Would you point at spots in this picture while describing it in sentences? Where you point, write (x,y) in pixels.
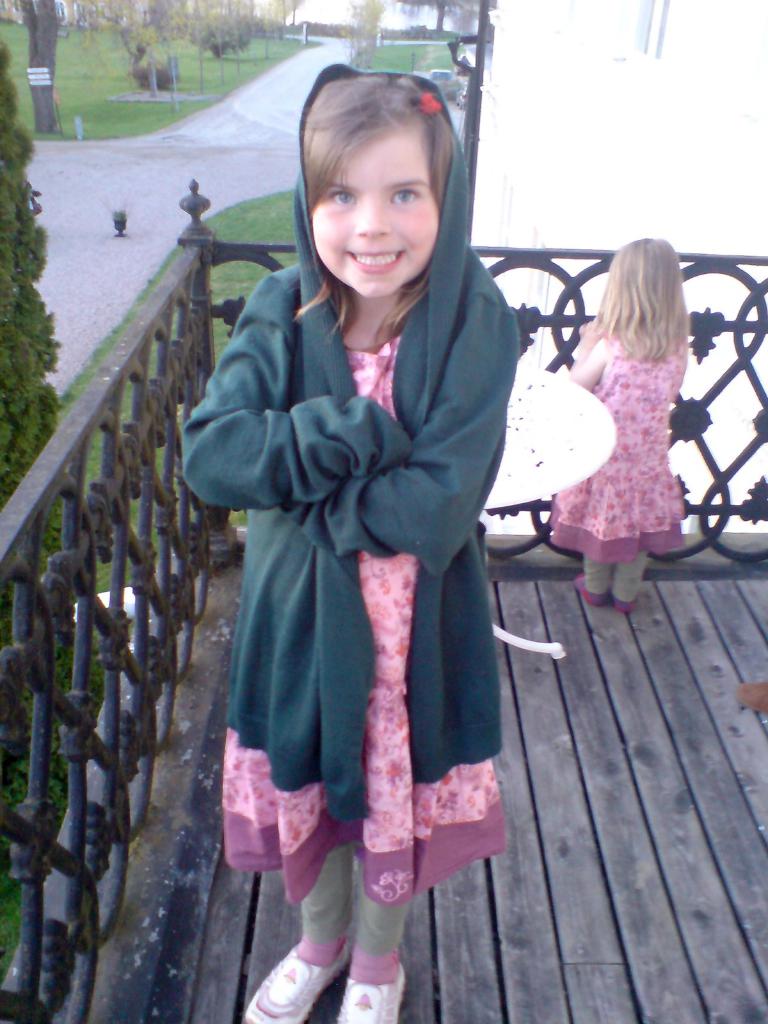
Here I can see a girl (290,544) wearing a jacket (279,597), folding hands (355,477), standing on a wooden plank (506,947), smiling and giving pose for the picture. On the left side (96,537) there is a railing (41,805). On the right side (656,374) there is another small girl (619,496) standing facing towards the back side (660,383). In the background (213,141) there is a road (221,129), on both sides I can see the grass (245,64) and trees (229,27). In the top right (564,137) there is a wall (568,167).
